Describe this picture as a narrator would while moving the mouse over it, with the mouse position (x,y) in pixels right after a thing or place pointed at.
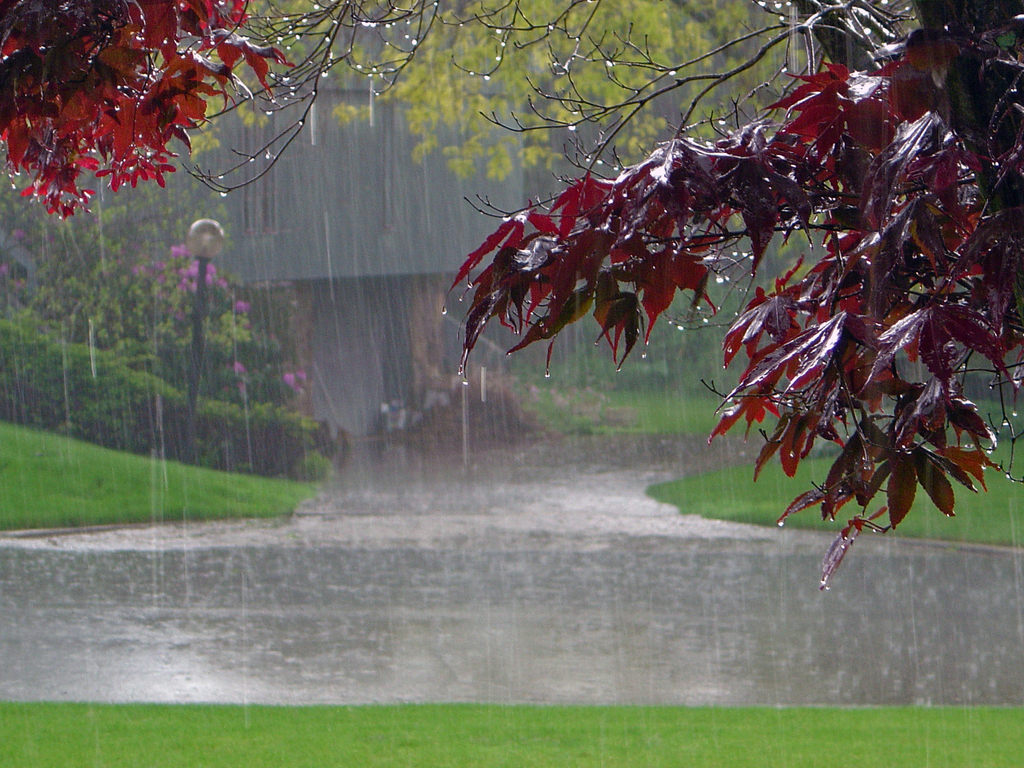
In this image we can see some trees (73,187), flowers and grass (199,747) on the road (228,647) and it looks like it is raining and there is a building (385,173) in the background (341,141) and we can see a light pole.
